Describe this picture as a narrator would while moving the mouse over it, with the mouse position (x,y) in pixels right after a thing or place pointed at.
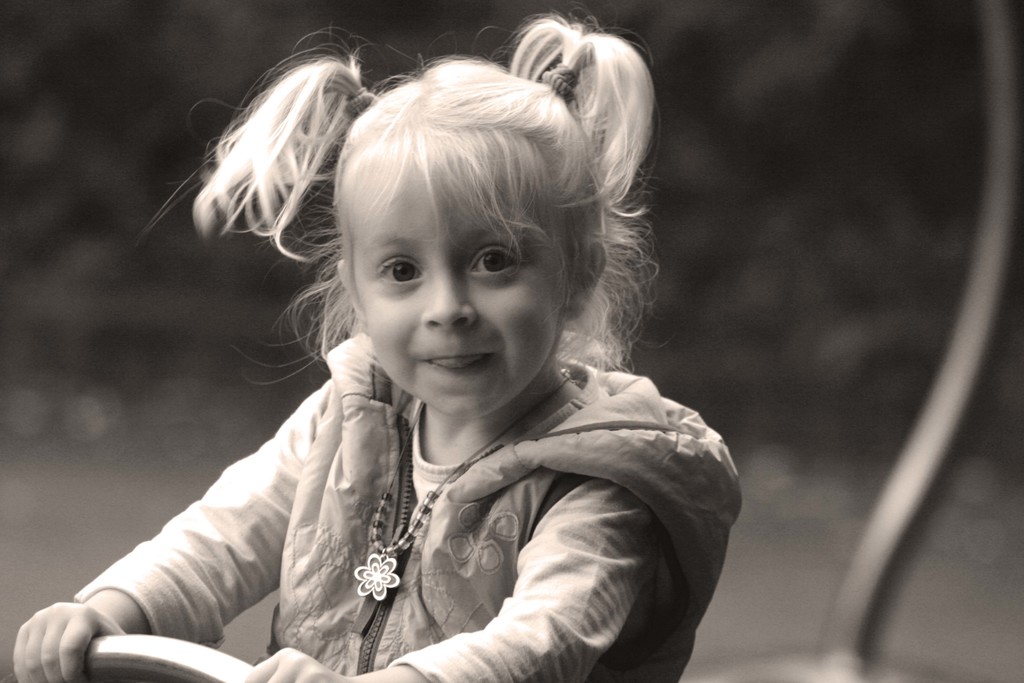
This is a black and white image. We can also see a kid (388,352) holding an object (210,672). We can also see the blurred background (801,316) and an object (967,350) on the right (920,472).
